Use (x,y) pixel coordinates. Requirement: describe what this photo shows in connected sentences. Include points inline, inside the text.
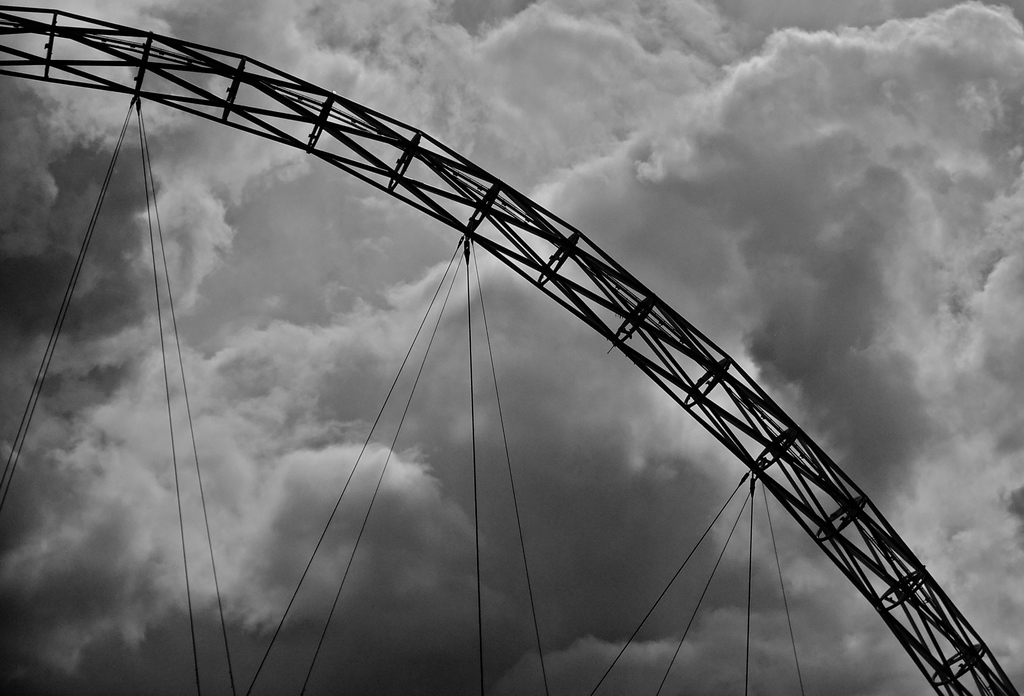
This is a black and white image. In this image we can see arch (26,54). In the background (186,273) there are clouds (282,226) and sky (259,269).
